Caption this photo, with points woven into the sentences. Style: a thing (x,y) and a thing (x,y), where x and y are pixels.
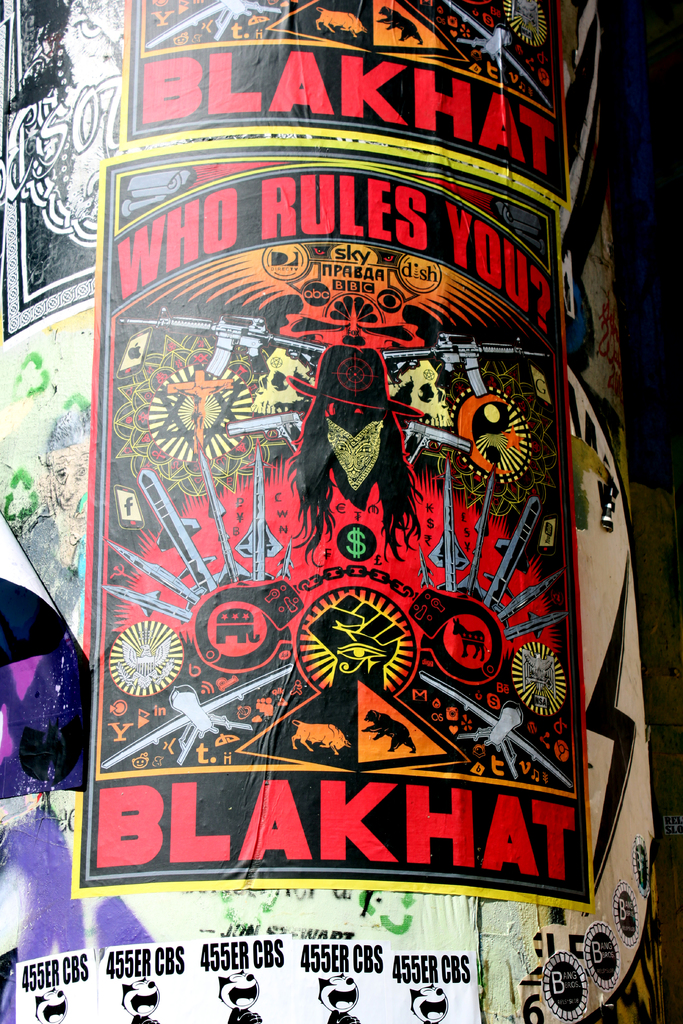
In this picture I can observe posters (222,694) on the pillar (67,449). I can observe some text (171,259) in the posters (304,578).
